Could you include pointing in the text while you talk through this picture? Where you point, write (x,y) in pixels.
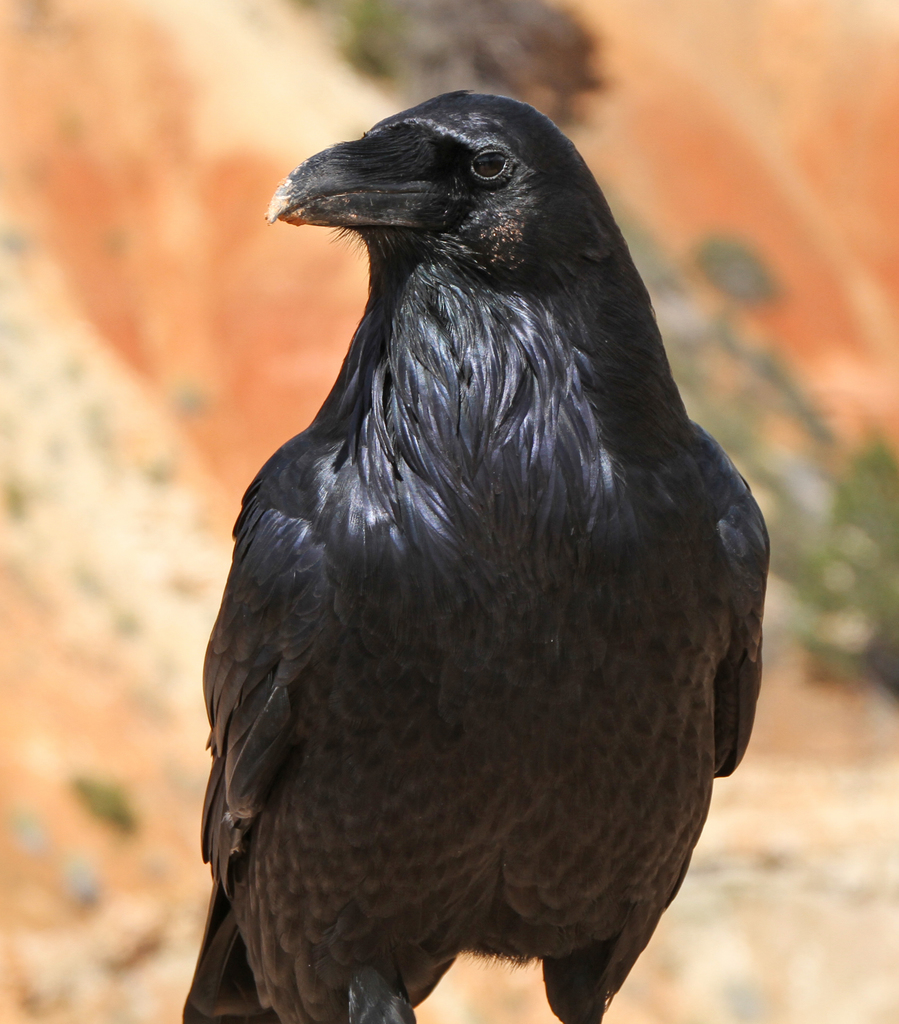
In this image, I can see a crow (520,877), which is black in color. The background (480,983) looks blurry.
